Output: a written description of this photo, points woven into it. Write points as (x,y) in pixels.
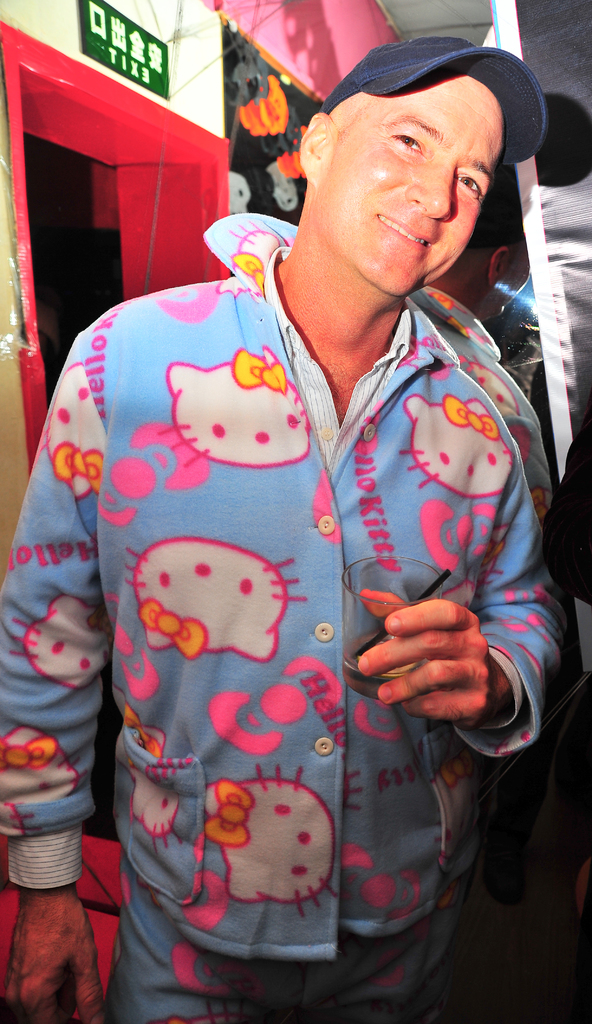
This image consists of a man (303,593) wearing a blue cap (396,52). In the background (203,120), we can see a wall (205,59) on which there is a green color board (154,53). On the left (25,351), it looks like a door (96,279).
